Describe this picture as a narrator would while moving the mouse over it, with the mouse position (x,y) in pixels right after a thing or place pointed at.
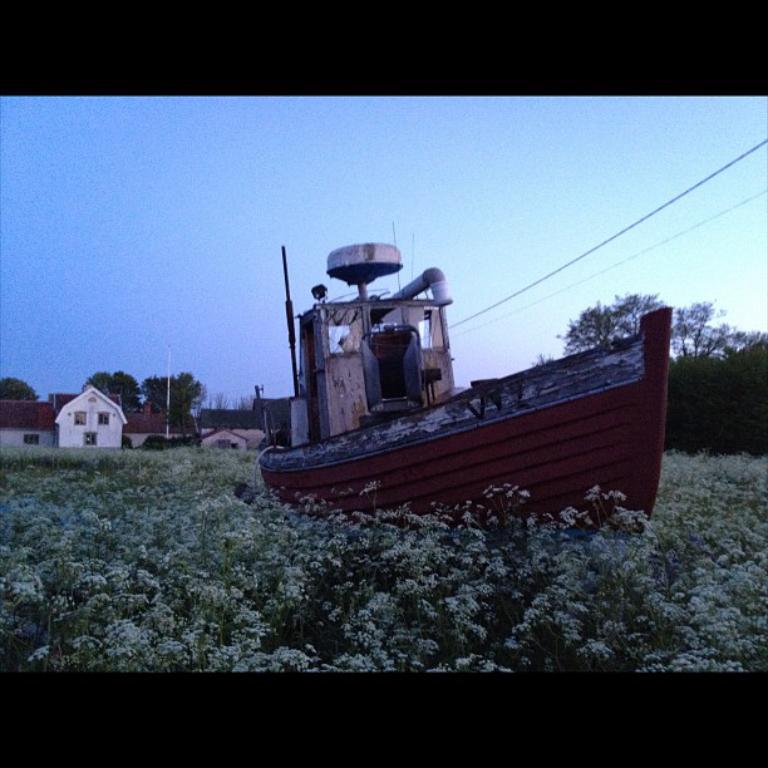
In this picture we can see a boat (381,338) in the field (419,528), around the boat (409,441) we can find few flowers (344,537) and plants (275,528), in the background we can see few houses (282,403), poles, cables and trees (694,350).
